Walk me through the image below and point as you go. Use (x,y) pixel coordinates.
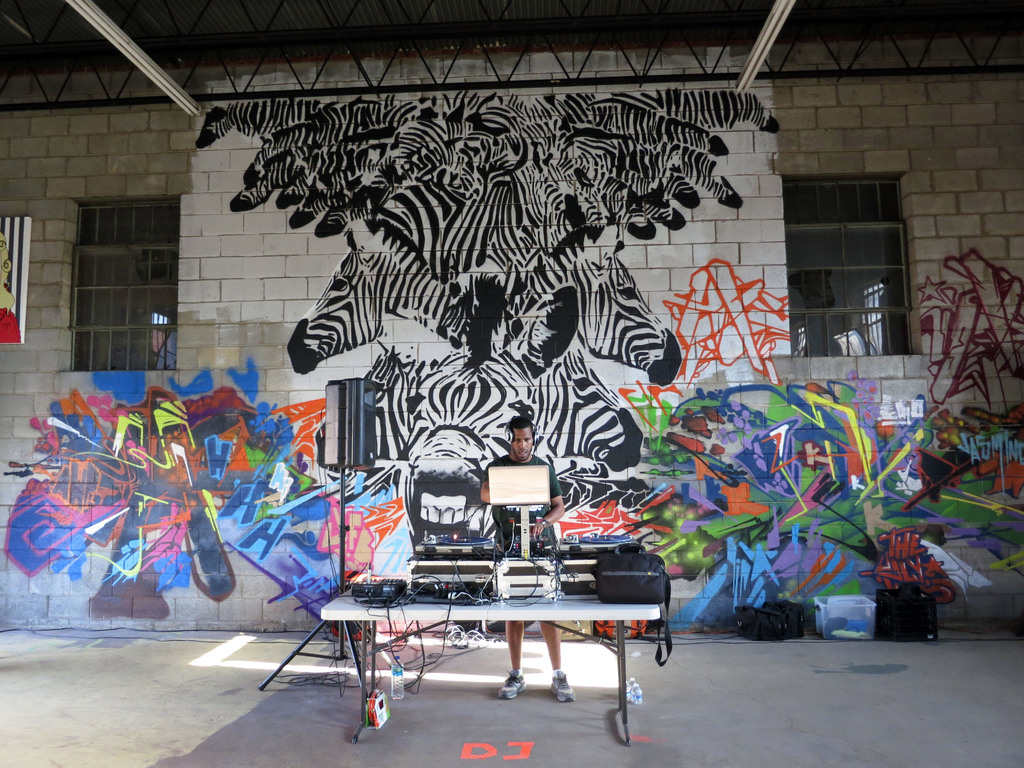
In the middle of the image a man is standing and playing some electronic devices (459,538). Bottom of the image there are few bottles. Behind him there is a wall (580,364) on the wall (580,364) there is a paint (439,371) and there are two windows (76,295). At the top of the image (36,33) there is a roof (39,13). Bottom right side of the image (781,634) there are few bags (745,627).
